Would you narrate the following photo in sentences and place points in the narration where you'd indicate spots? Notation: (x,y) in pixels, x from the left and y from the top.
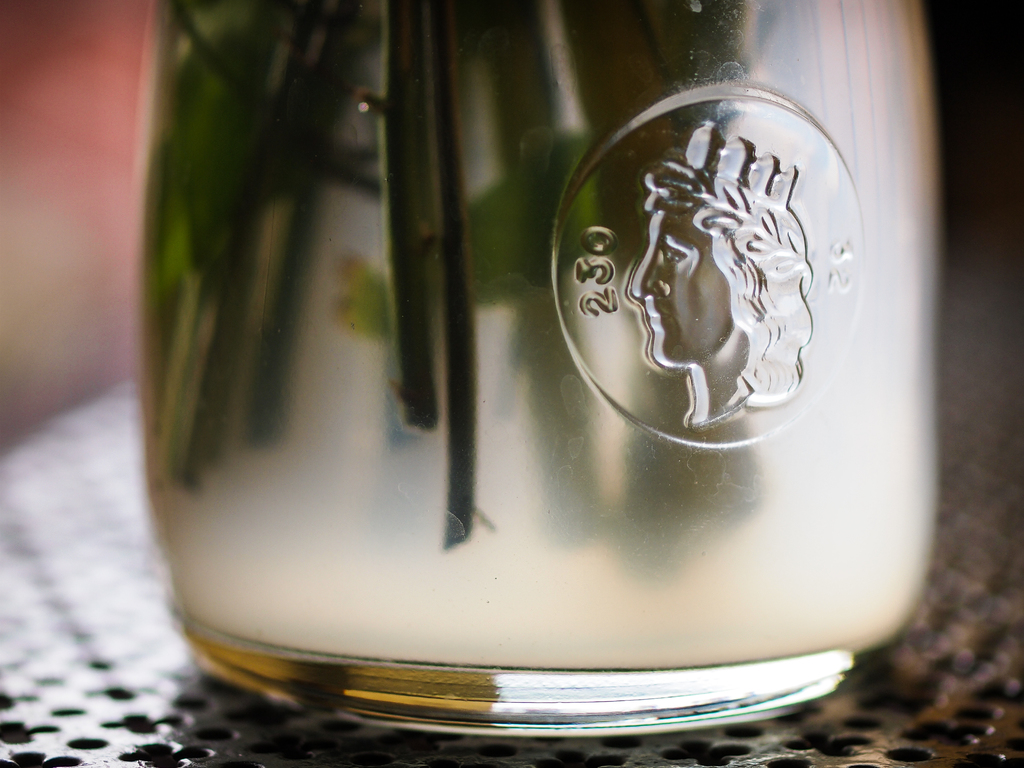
In this image there is a bottle (296,474) kept on the table (153,688) and there is a number (604,300) written on the bottle (609,251) and there is a photo (657,399) of an lady (795,308) drawn in the bottle (714,429).
